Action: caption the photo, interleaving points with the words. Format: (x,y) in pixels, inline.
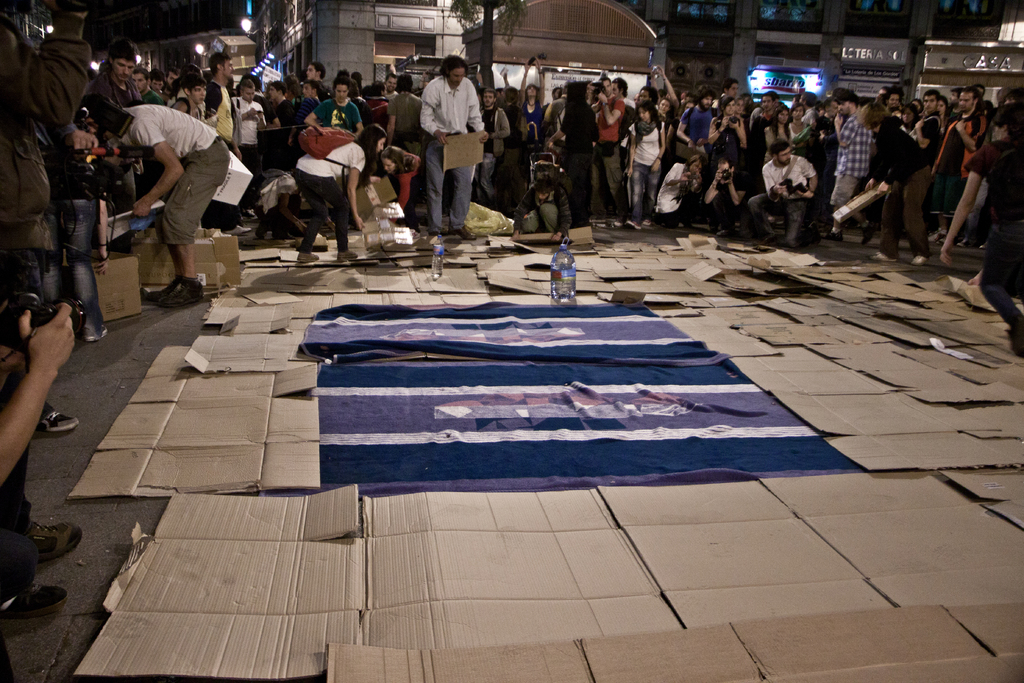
In the center of the image (569,359) we can see bed sheets (604,320) and boards (424,246) placed on the ground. In the background (644,155) we can see persons (43,181), buildings (598,66), trees (489,38) and lights (248,26).
